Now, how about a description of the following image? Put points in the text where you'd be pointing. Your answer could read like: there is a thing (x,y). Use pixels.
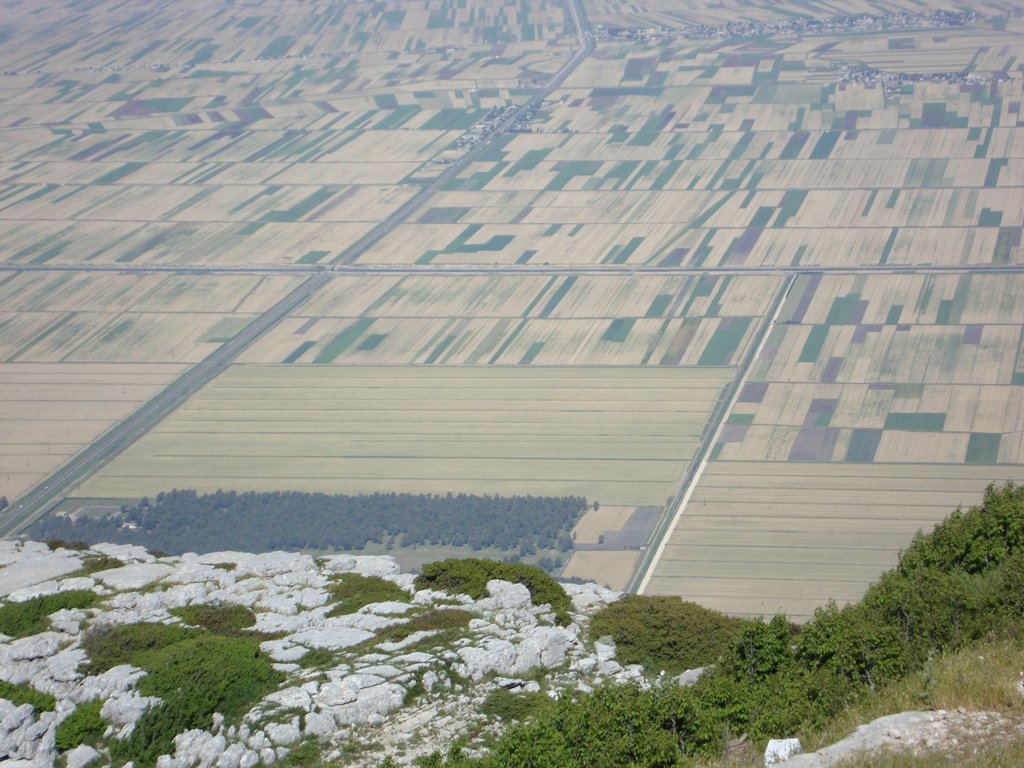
In this image I can see few plants (782,663) and some grass (223,662) on the mountain (294,673). In the background (552,342) I can see the ground (541,254), few trees (470,516) and the road (293,298).
